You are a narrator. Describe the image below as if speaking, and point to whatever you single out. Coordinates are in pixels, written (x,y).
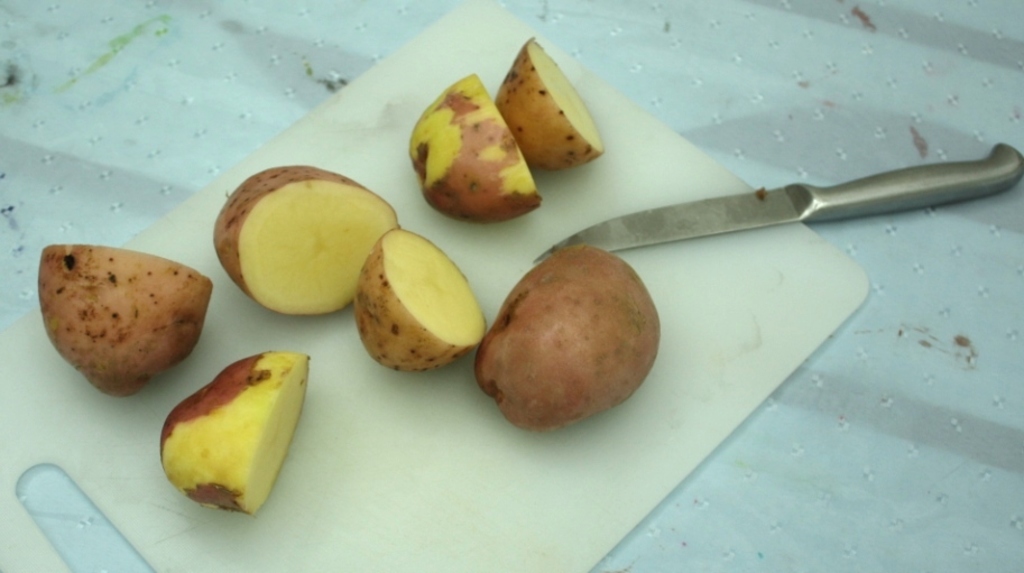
In this image I see the white board (131,506) on which there are pieces of potatoes (389,224) and I see a silver color knife (865,184) over here.
